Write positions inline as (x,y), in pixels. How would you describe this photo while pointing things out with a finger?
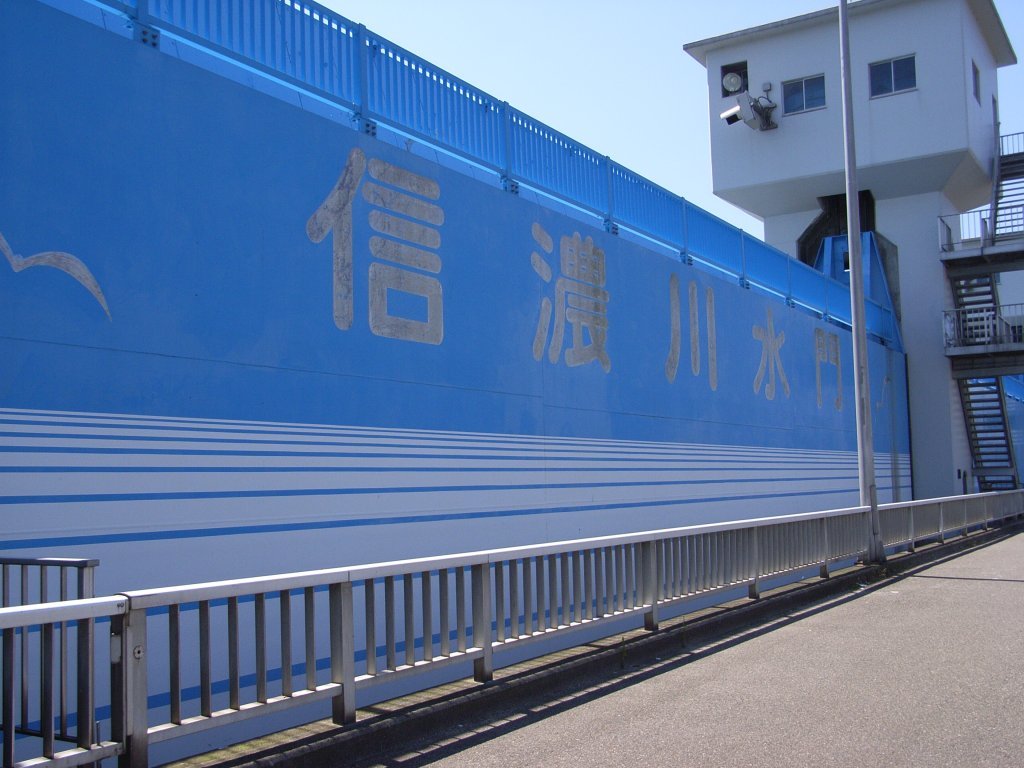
In this image in the front (457,606) there is a railing (513,595) which is white in colour and there is a pole (867,375). In the background (466,318) there is a wall (500,329) and on the wall (481,332) there are some text (401,329) written and on the top of the wall (432,204) there is a railing (520,156) which is blue in colour. In the background (836,191) there is a tower (934,275) and there are staircases (991,327).
